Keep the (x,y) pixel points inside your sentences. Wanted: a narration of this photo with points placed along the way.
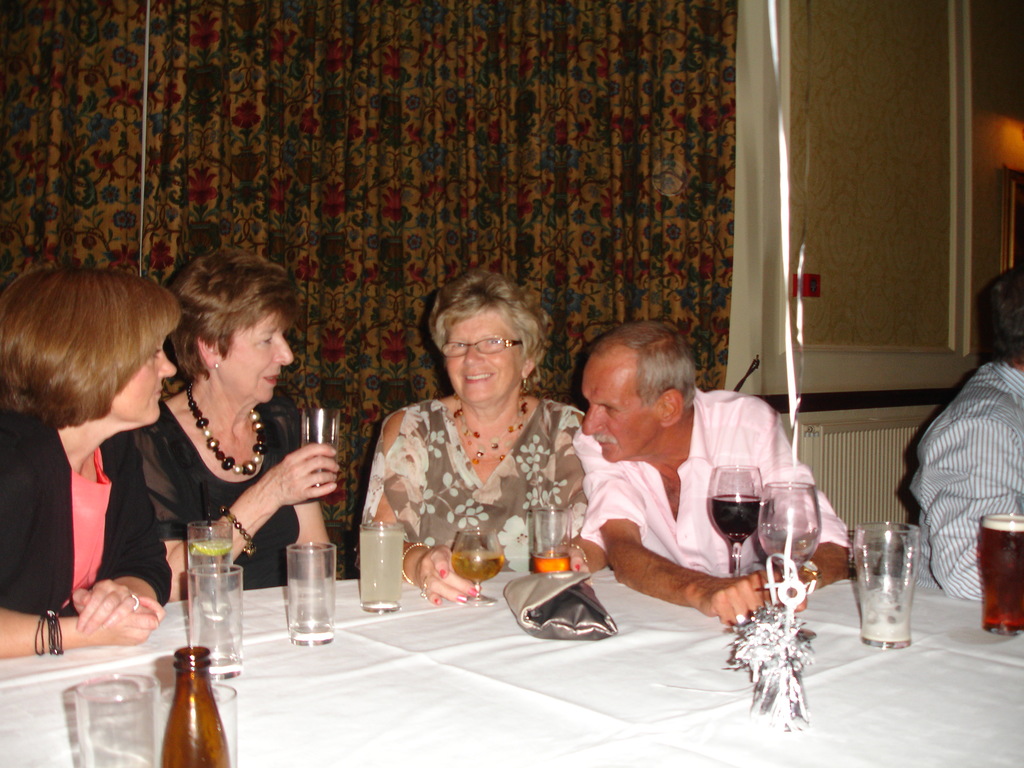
In the image we can see there are people (584,521) who are sitting on chair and in front of them there is a table (242,746) on which there is a glasses (214,610) filled with juices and wine (732,535) and at the back (252,126) there is a curtain (481,151).
